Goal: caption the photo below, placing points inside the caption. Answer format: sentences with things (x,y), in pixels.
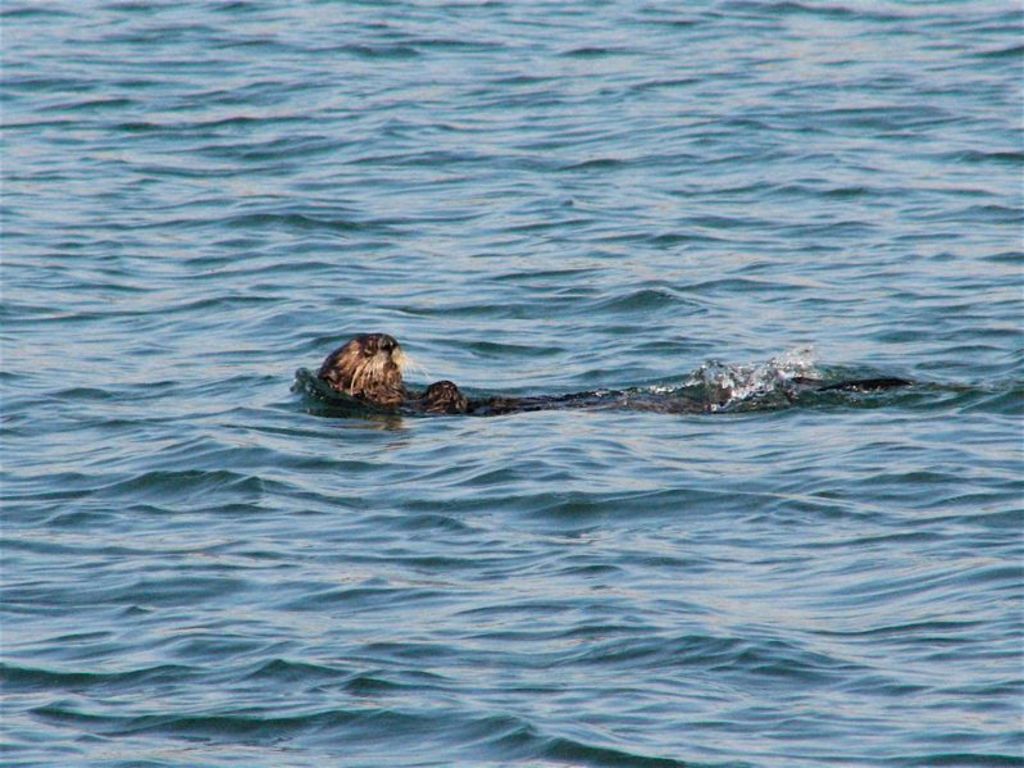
In the image we can see an animal (380,378), brown in color and the animal (361,369) is in the water (331,469).
